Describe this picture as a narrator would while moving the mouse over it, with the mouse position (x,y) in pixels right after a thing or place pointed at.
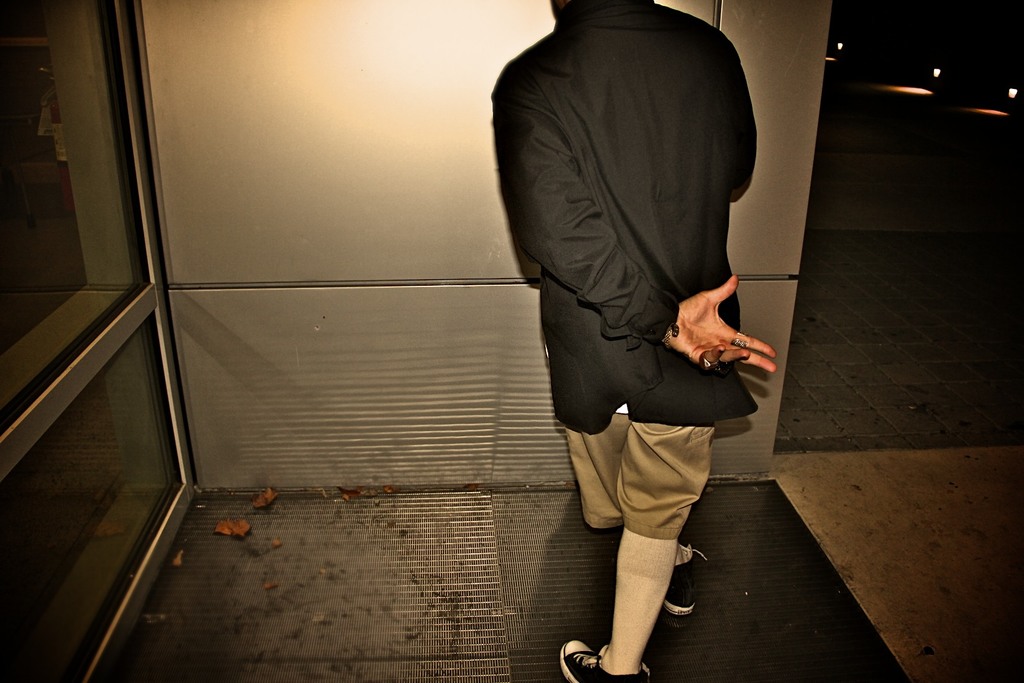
In this picture we can observe a person (669,300) wearing black color shirt (559,269). He is standing on the floor (574,557). On the right side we can observe three lights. There is a wall (387,142) in front of him.
